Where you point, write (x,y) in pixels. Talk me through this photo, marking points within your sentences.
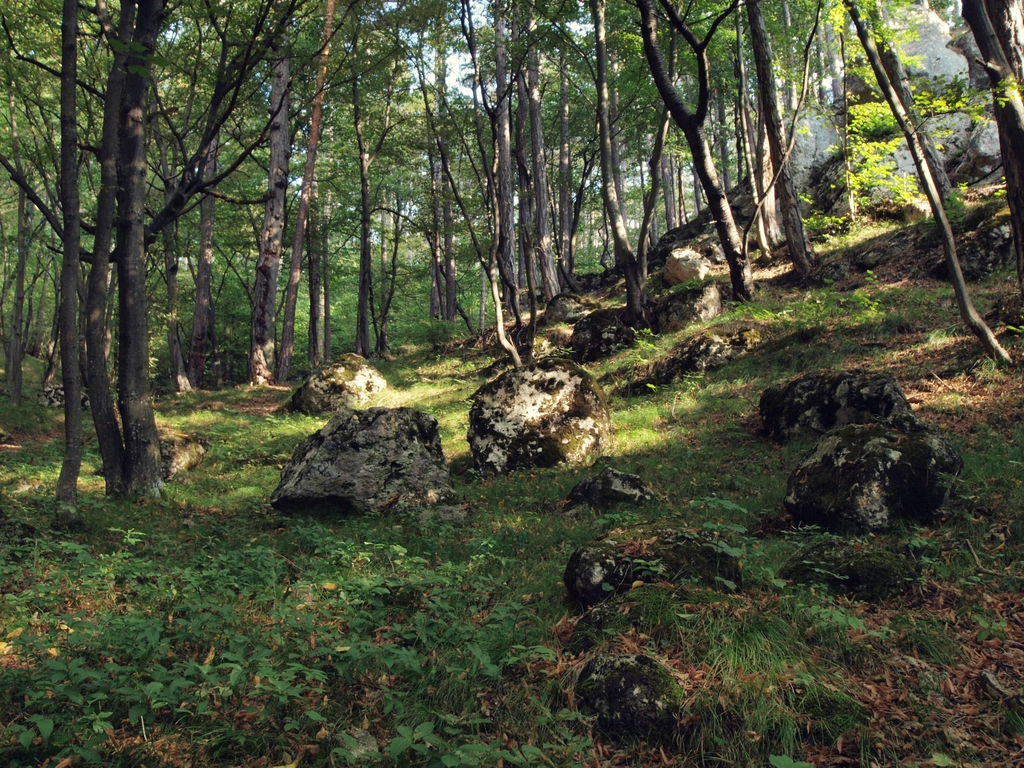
At the bottom of the picture (368,569), we see herbs (285,536) and rocks (347,513). There are trees (22,144) in the background (538,150). This picture might be clicked in the forest (331,259).
